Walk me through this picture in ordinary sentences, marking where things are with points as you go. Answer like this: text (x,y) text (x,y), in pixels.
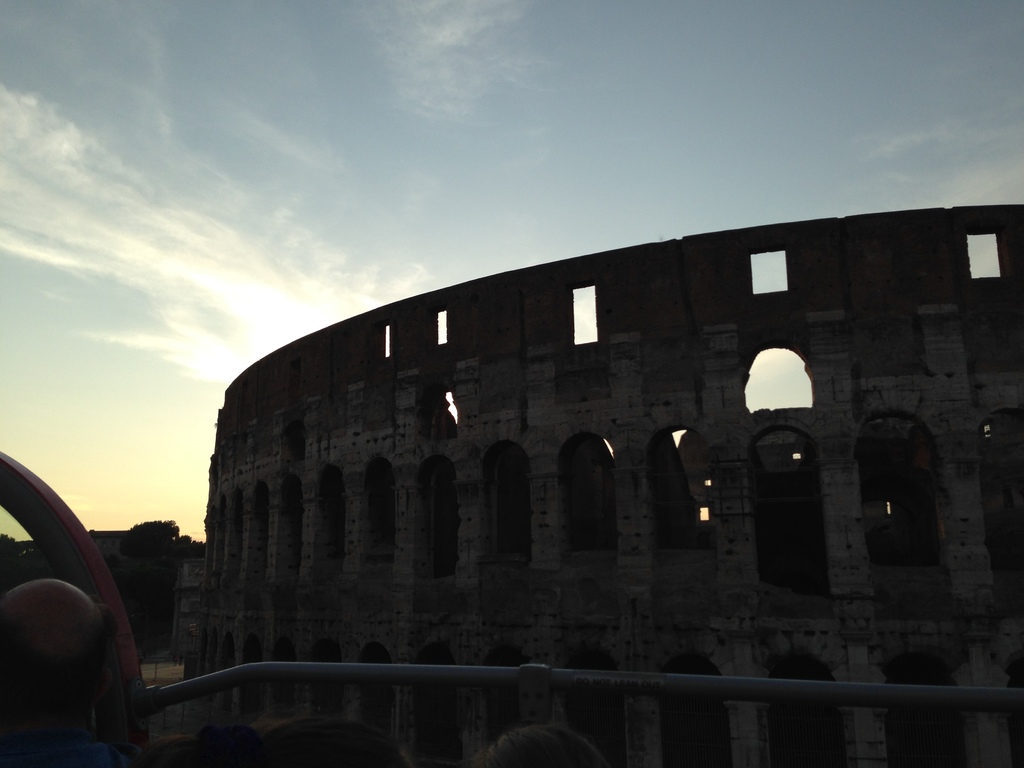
This image consists of a fort (400,558). At the top (158,147), there are clouds (147,340) in the sky (147,340). At the bottom (626,674), there is railing (589,686).
